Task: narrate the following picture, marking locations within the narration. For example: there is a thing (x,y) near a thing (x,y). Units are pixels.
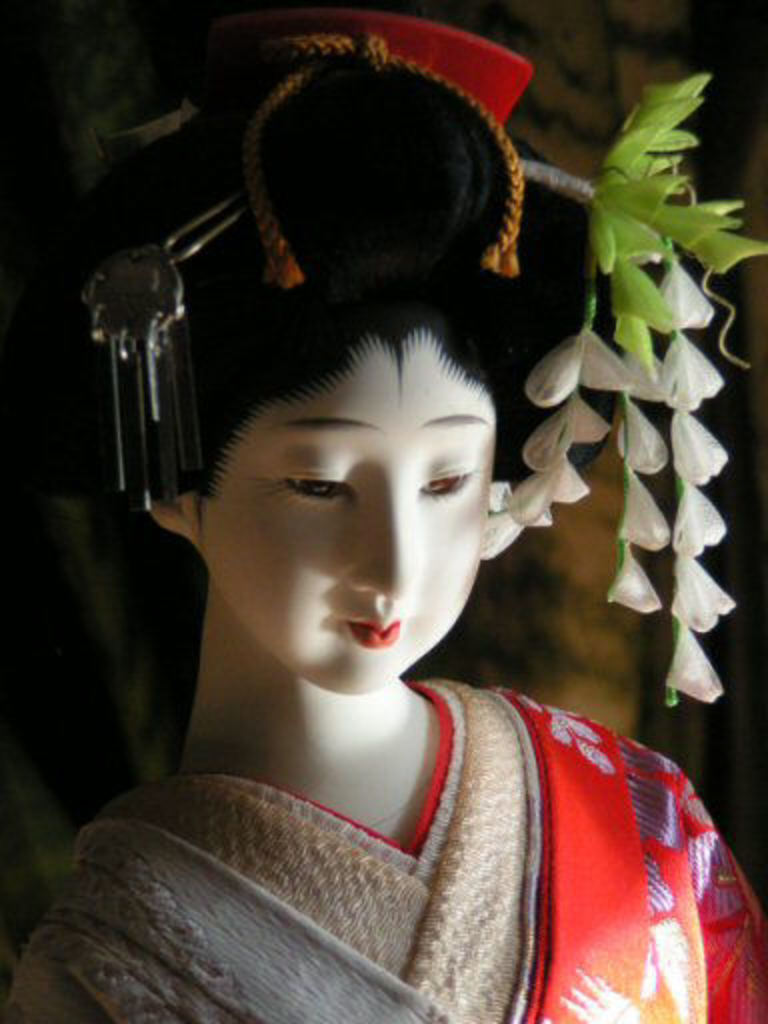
In this picture there is a doll (516,370) in the center of the image (257,634) and there are flowers (673,398) on the right side of the image (673,398).
